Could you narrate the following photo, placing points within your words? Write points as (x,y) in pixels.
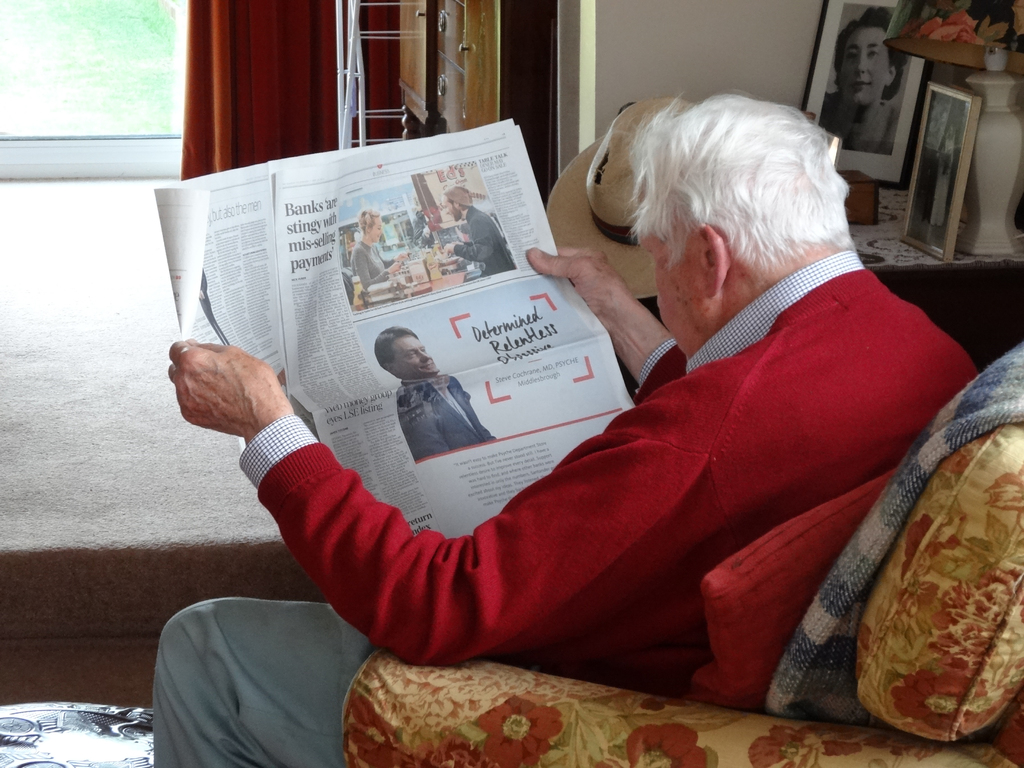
Here in this picture we can see an old man (629,481) sitting on a chair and he is holding a news paper (342,412) in his hands (623,348) and reading it and behind him we can see a cushion (821,521) present and beside him we can see some photo frames (852,134) present on the table (873,262) and in the front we can see a curtain (209,87) present.
